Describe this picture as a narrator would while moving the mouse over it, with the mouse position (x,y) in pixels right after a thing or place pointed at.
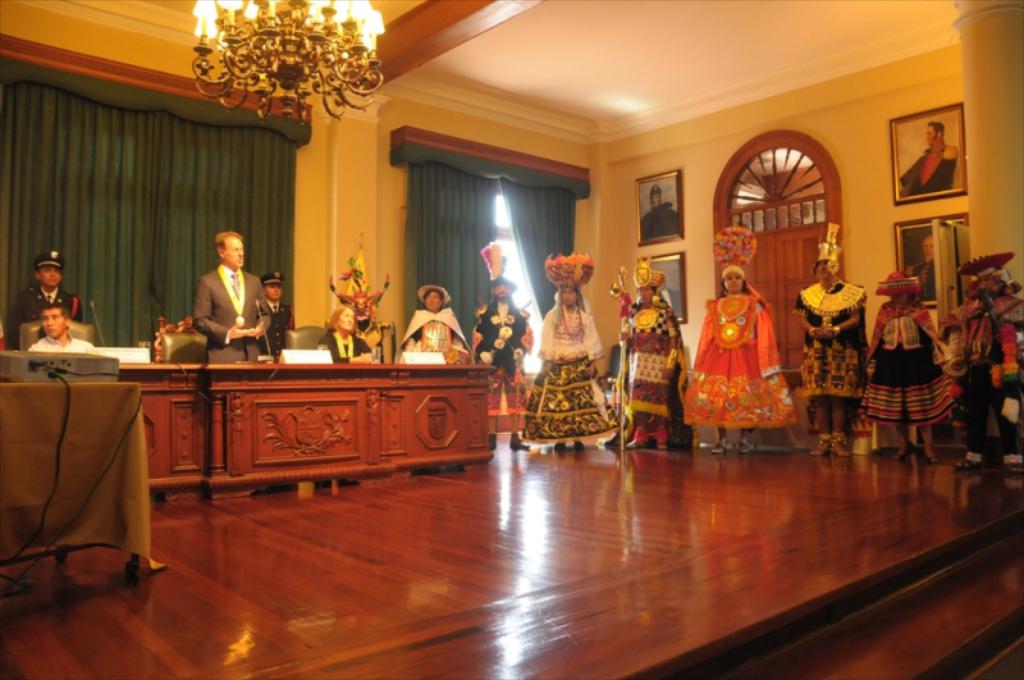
In the middle (668,394) I can see a group of people (723,295) and a table (448,412) on the floor (703,448). In the background (399,223) I can see a wall (399,223), curtains (452,208) and wall paintings (646,236). On the top (315,88) I can see a chandelier (336,54) is hanged. This image is taken in a hall (344,514).
